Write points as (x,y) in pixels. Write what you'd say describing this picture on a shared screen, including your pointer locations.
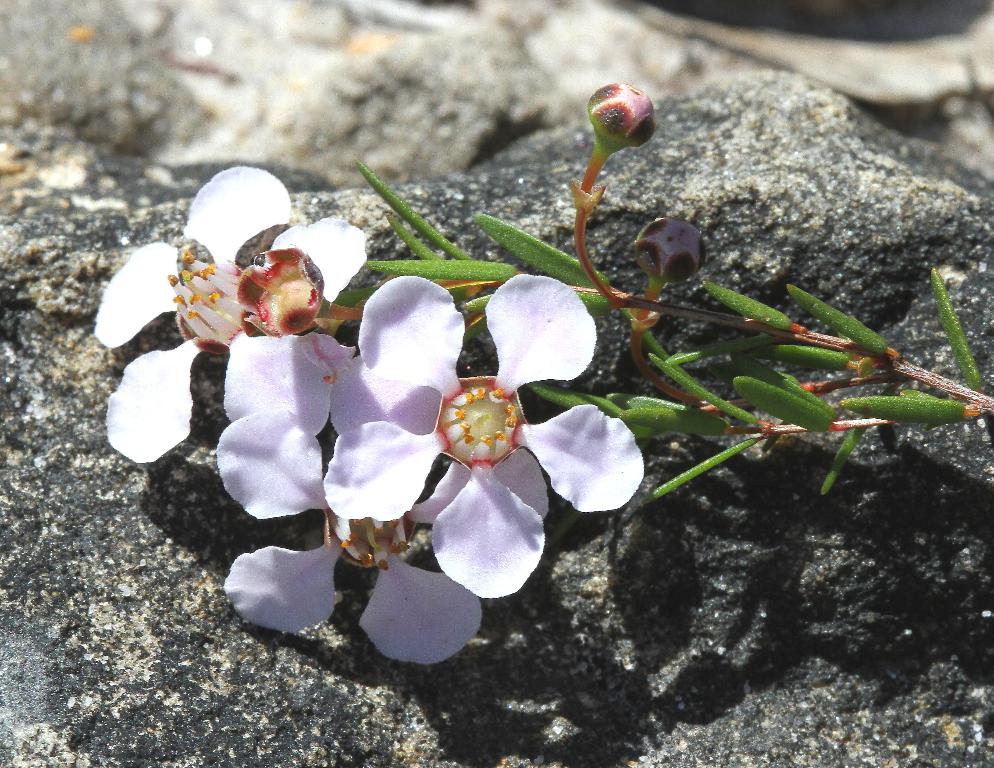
In this picture I can see flowers (333,387), buds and leaves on the rock (834,684), and there is blur background (494,16).
